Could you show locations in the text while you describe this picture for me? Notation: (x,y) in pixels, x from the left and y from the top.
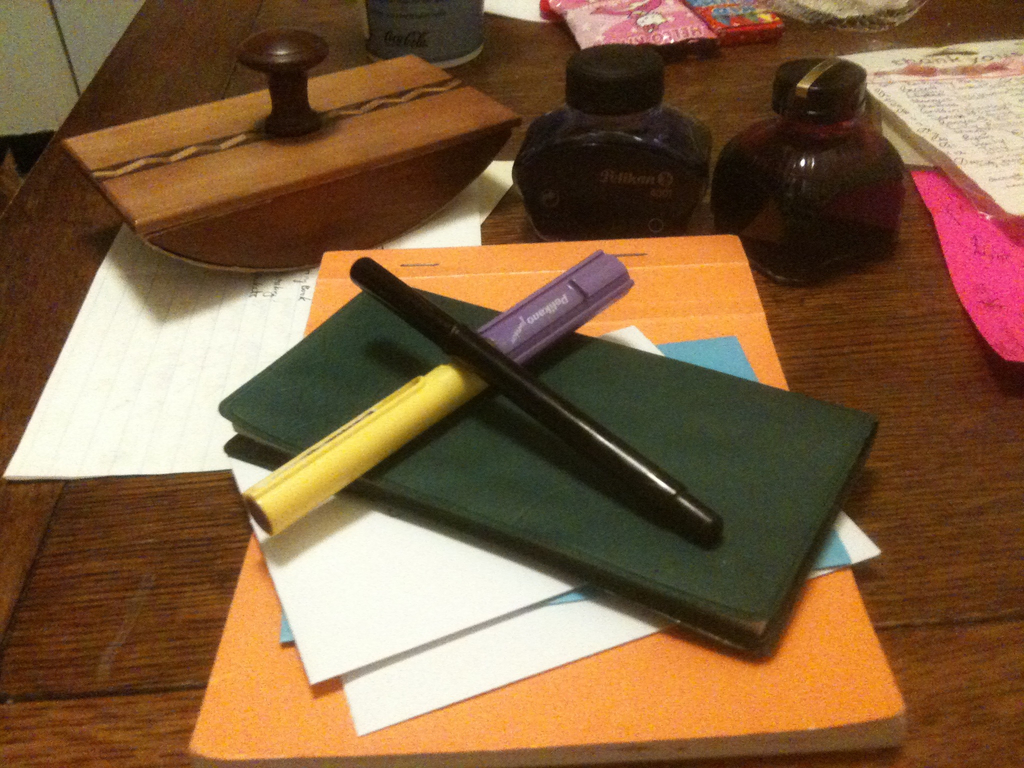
In this picture we can see a pen (600,445), marker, wallet (531,507) and papers (312,623) on a file (270,714). There is an ink blotter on a paper (440,237). We can see bottles (683,213) and a few objects (702,8) in the background (807,163).
